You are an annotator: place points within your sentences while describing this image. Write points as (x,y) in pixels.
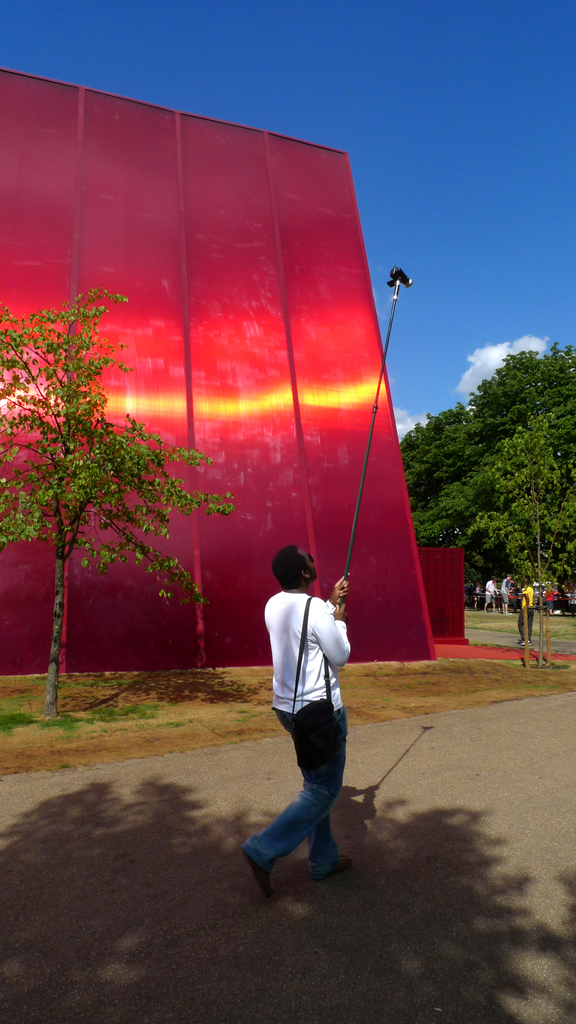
In this image, I can see a person (327,868) walking on a pathway (409,875) and holding a stick (397,285) with a camera (401,279). In the background (67,529), I can see a building (260,463), trees (122,520) and the sky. On the right side of the image (525,636), there are few people (523,625) standing.
